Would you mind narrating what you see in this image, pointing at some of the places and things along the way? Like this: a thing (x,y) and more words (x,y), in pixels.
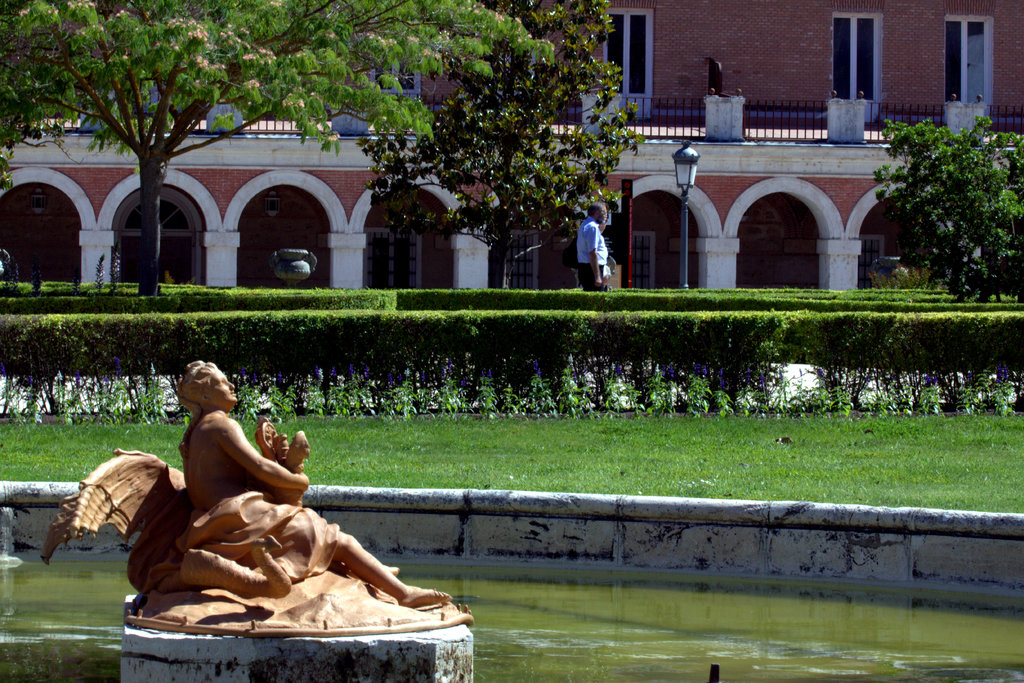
On the left side of the image (215,561) we can see a statue (214,543). In the background of the image (746,27) we can see a building (765,24), windows (985,78), pillars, trees (580,144), electric light poles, bushes (585,326), grass (381,424). In the center of the image (603,284) we can see a man (595,233) is standing. At the bottom of the image (754,620) we can see a pool (780,611) which consists of water (744,590).
